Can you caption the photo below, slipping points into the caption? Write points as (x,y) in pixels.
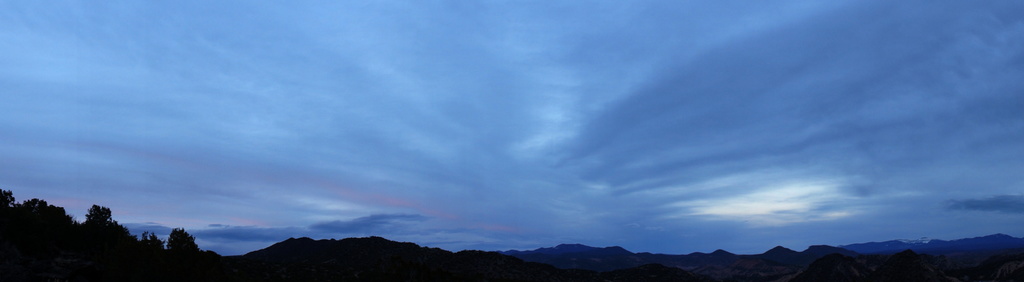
In this image I see the trees (49,220) and the mountains (514,264) and I see the sky (290,113) which is cloudy and it is dark over here.
